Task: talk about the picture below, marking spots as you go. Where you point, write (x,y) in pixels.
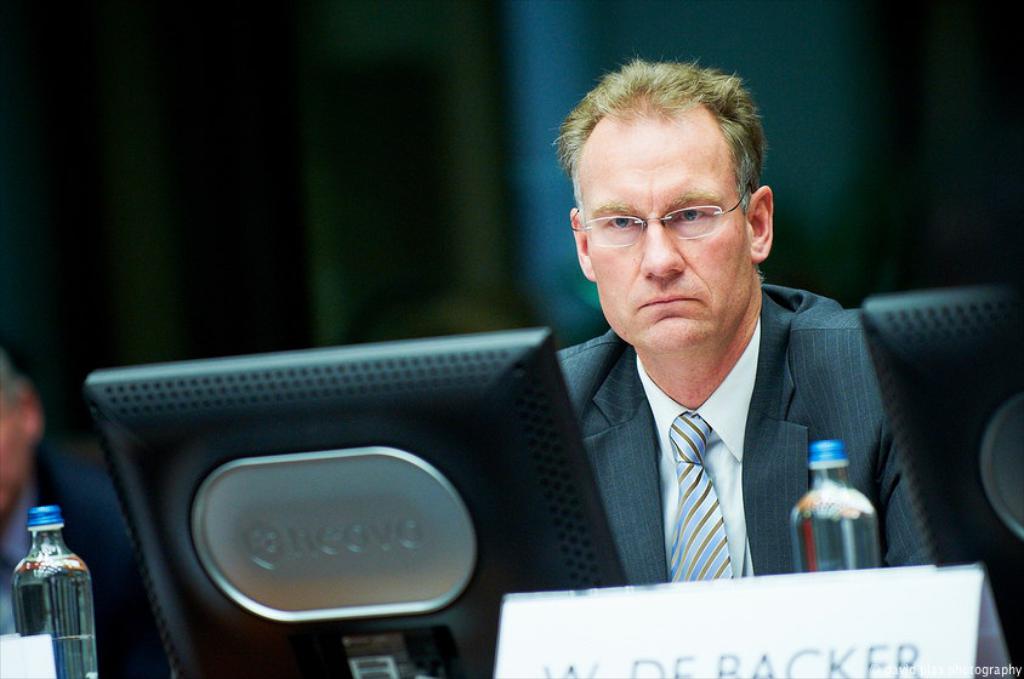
A man (705,569) is sitting on the chair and looking past a monitor (592,572). It's a bottle (799,526) and he wear coat (770,420), tie (704,553) and spectacles (710,221).
